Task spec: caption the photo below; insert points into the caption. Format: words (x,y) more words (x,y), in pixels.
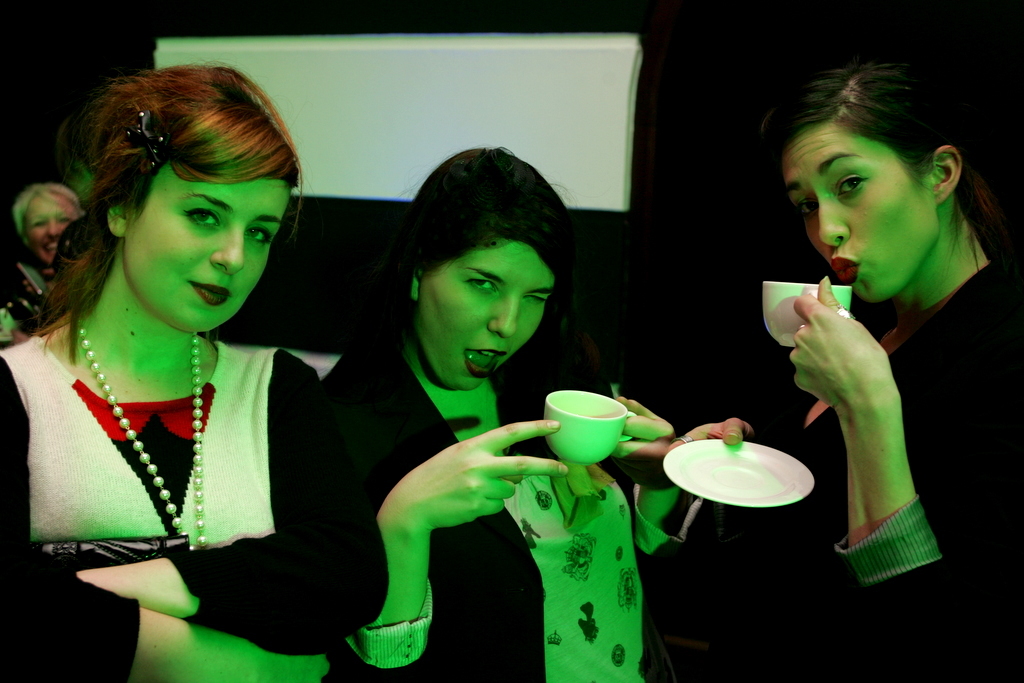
In this image, we can see people (419,478) and one of them is wearing a chain (199,423) and the other is holding a cup (573,430). On the right (851,382), there is another person (840,383) holding a cup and a saucer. In the background (562,105), there is a board (579,104).
